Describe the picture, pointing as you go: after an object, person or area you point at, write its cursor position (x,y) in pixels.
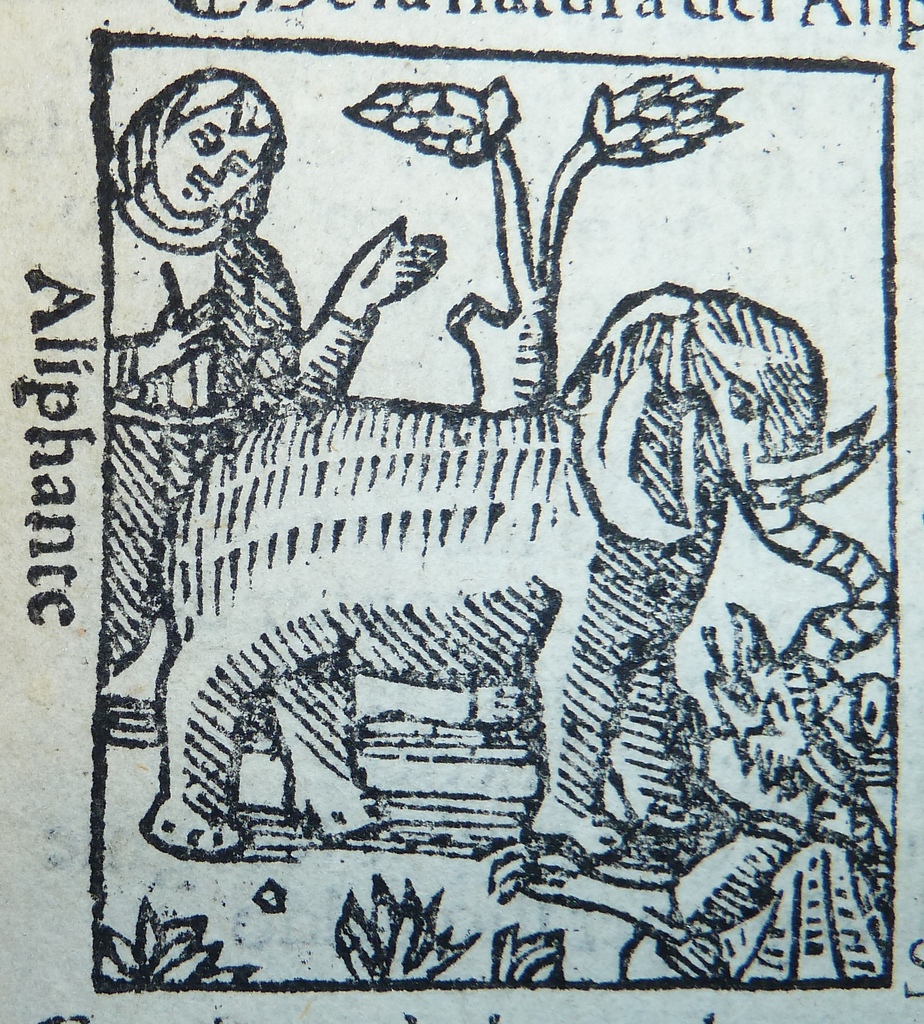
This is a drawing, in this image there is an elephant (708,325) and one person (335,375), plants (194,939), tree (432,118) and there is a text (23,384).
